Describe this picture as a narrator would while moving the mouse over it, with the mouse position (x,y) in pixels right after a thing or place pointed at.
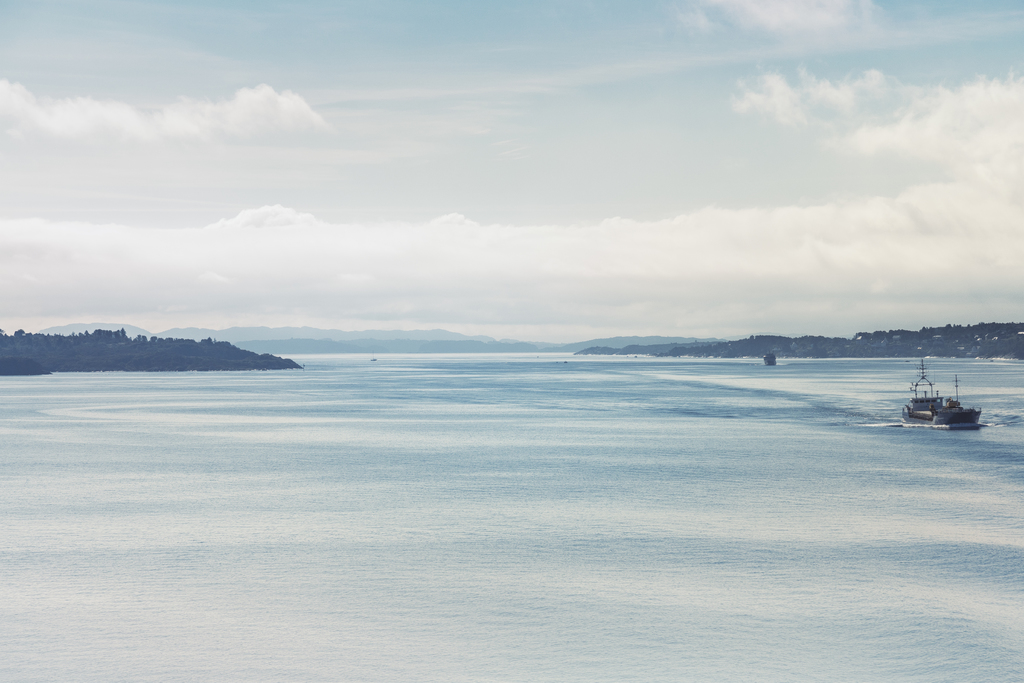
On the right side of the image (920,418), we can see a boat (925,421) is sailing on the water (893,452). Background (681,232) there are few mountains (968,349) and sky (589,234).
